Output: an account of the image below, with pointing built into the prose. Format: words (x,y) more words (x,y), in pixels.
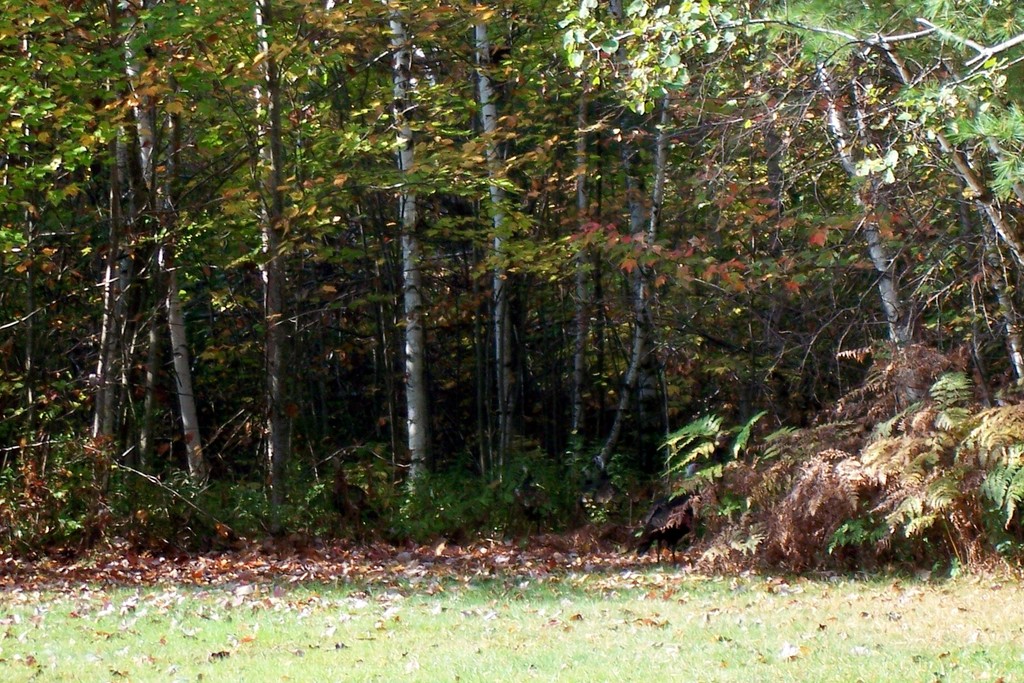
On the ground (357,613) there is grass (503,617) and leaves (369,560). In the back (561,190) there are plants (176,508) and trees (1020,228).
